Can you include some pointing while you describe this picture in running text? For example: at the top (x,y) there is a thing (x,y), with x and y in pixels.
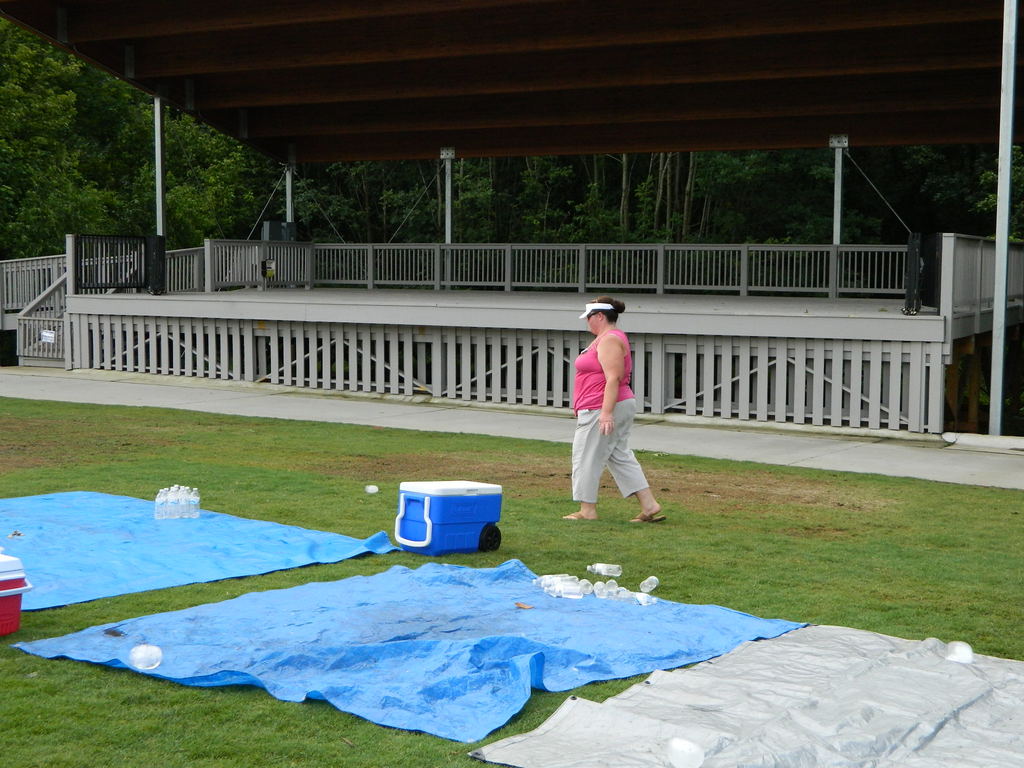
A person (611,410) is walking wearing a pink t shirt (590,389) and a trouser (585,460). There are plastic mats (612,759) and plastic bottles (173,504). At the back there is fencing (81,352) and trees (188,246).
